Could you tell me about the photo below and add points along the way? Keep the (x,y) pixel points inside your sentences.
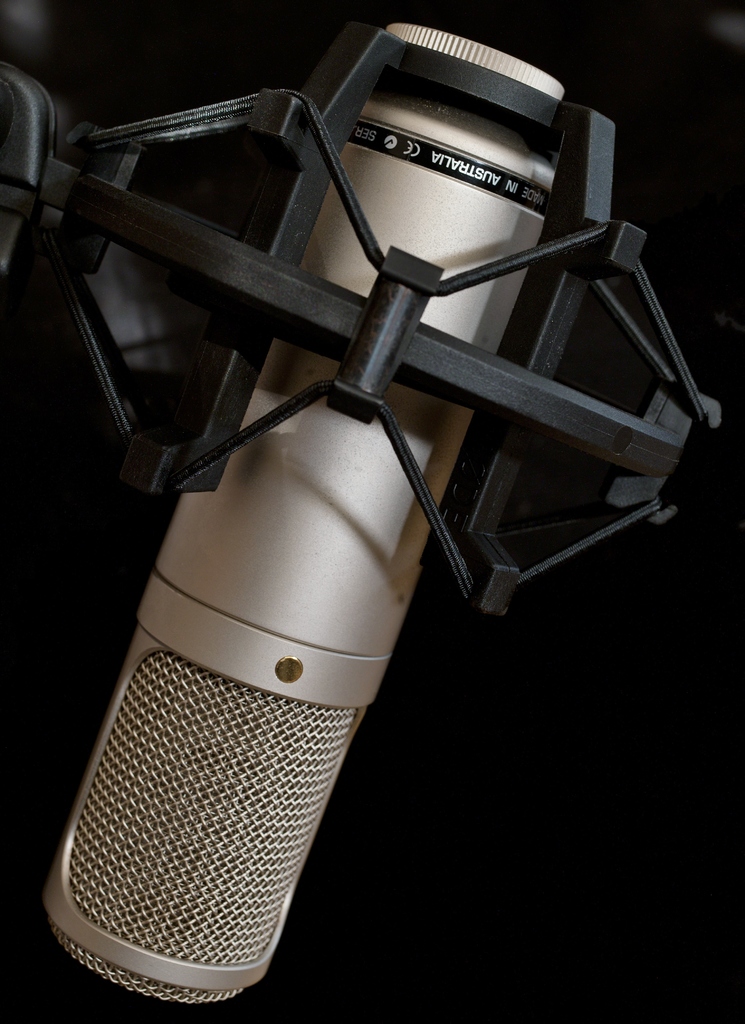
In this image a microphone (140,960) is there of silver white and black in color, which is kept. The background (597,682) is dark in color. This image is taken on the stage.
